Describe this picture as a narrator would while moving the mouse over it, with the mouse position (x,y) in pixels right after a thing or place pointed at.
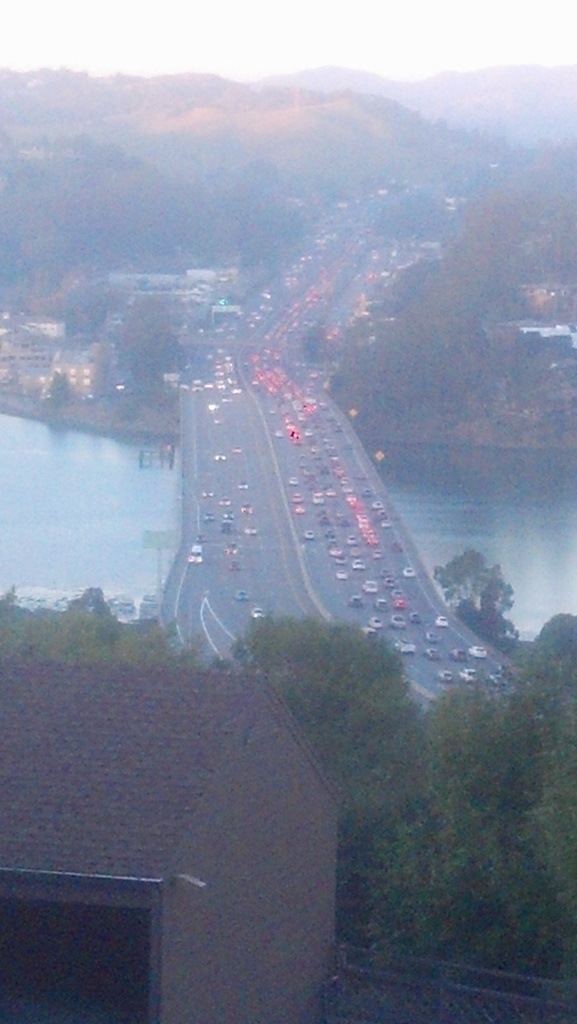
This is an outside view. At the bottom (182,830) there is a house (211,860) and trees (446,838). In the middle of the image (280,426) there are many vehicles (299,438) on a bridge (216,454). Under the bridge (242,462) there is a sea (56,485). In the background (119,325) there are many buildings (193,281), trees (150,253) and hills (248,101). At the top of the image (210,35) I can see the sky (94,49).
